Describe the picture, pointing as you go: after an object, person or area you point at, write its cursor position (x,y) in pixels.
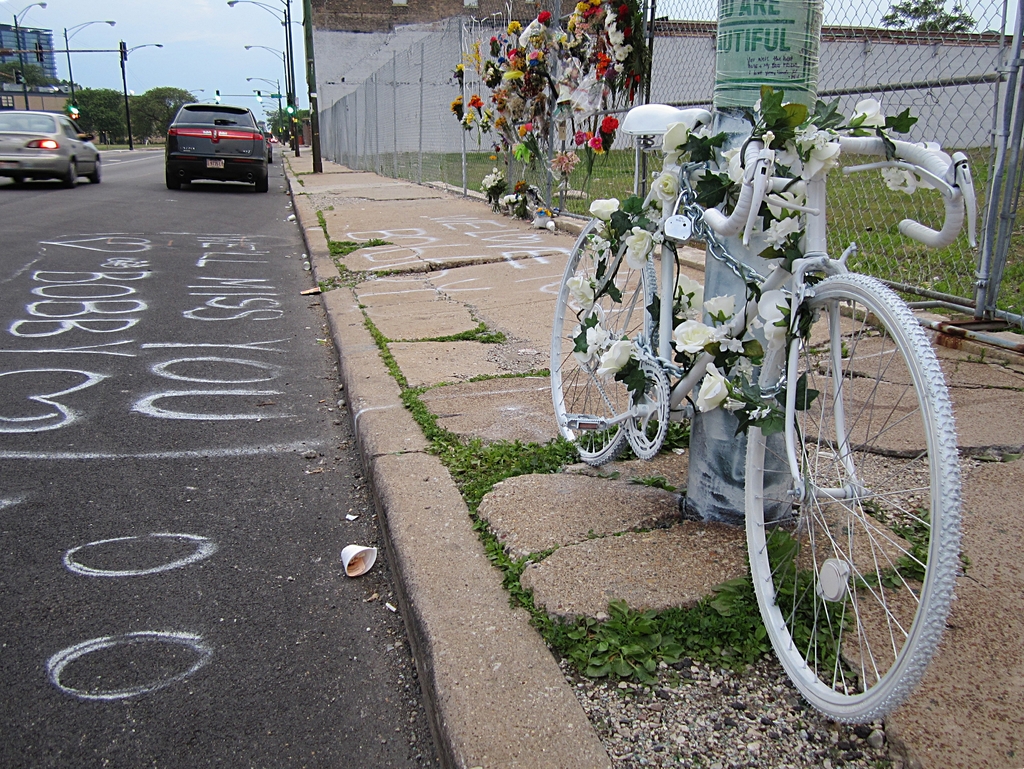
There is a road (126,366). On the road (119,336) there are vehicles (78,156). Near to the road (117,164) there is a sidewalk (458,426). On that there is a cycle (667,307) with flower decoration (619,351). Also there is a mesh fencing (839,88). On that there are flower bouquets (530,94). In the back (241,60) there are light poles (259,79), sky (184,77) and trees (144,114).
